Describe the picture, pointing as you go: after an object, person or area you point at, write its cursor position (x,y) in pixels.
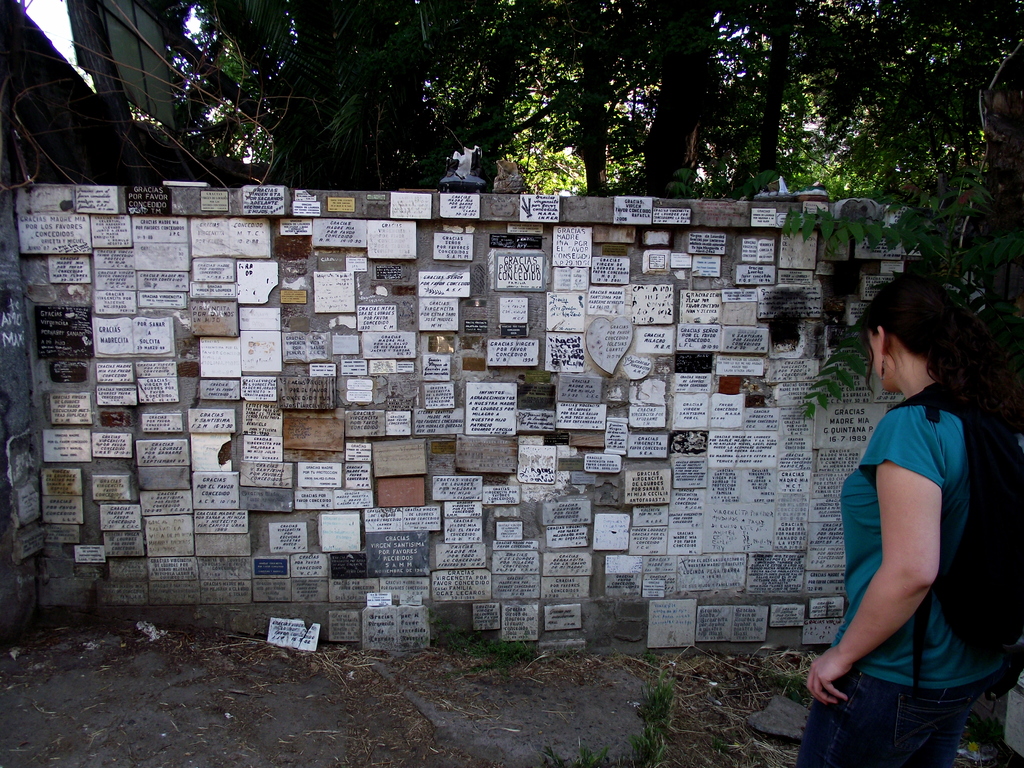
In this image I can see few posters (413,342) are attached to a wall (602,255). On the right side (911,502) there is a woman (869,589) standing and looking at this wall (335,333). On the top of the image (544,89) I can see the trees (396,90) and at the bottom of the image (231,727) I can see the ground (320,748).
